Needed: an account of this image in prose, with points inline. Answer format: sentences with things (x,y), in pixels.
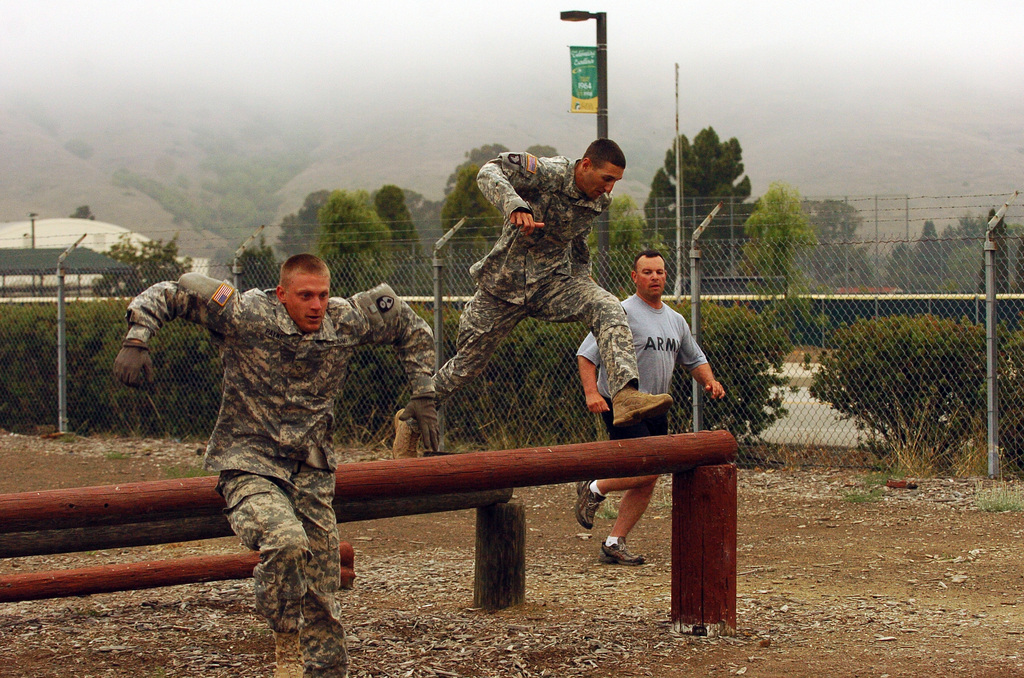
In the image we can see there are men (269,523) jumping from the wooden pole (423,457) kept on the ground (555,496) and there is a man (666,361) walking on the ground (844,574). There is an iron fencing (529,330) and there are trees (483,213). Behind there is a building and there is a foggy sky (630,40).
